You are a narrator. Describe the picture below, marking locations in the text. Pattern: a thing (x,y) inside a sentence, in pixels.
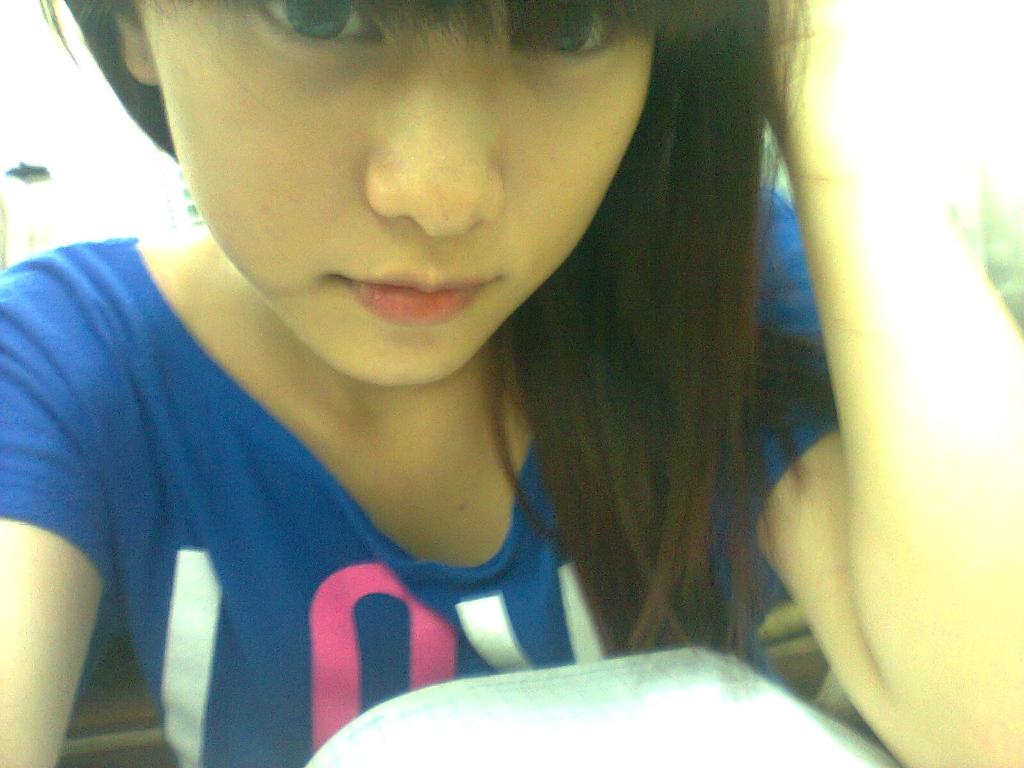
In this image, I can see the woman (288,462) sitting. She wore a blue T-shirt (579,600). I think this is a book (630,687).
